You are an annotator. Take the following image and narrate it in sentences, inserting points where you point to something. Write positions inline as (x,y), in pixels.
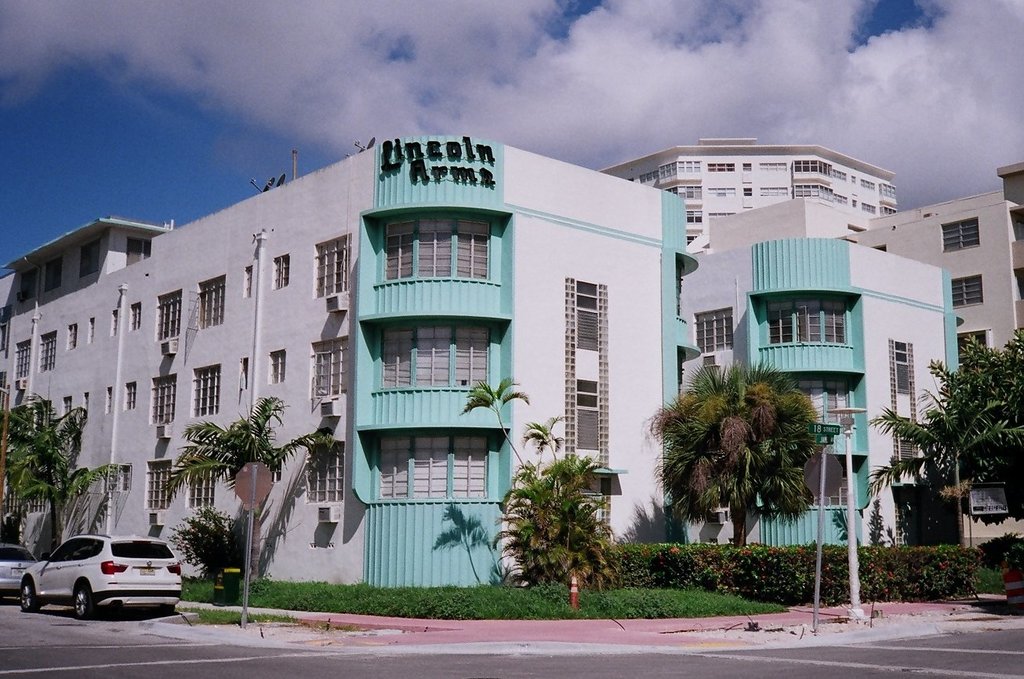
In this image we can see trees (562,509), plants (223,560), poles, vehicles (66,591) on the left side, buildings (393,513), windows (277,358) and clouds (494,116) in the sky (562,159).
